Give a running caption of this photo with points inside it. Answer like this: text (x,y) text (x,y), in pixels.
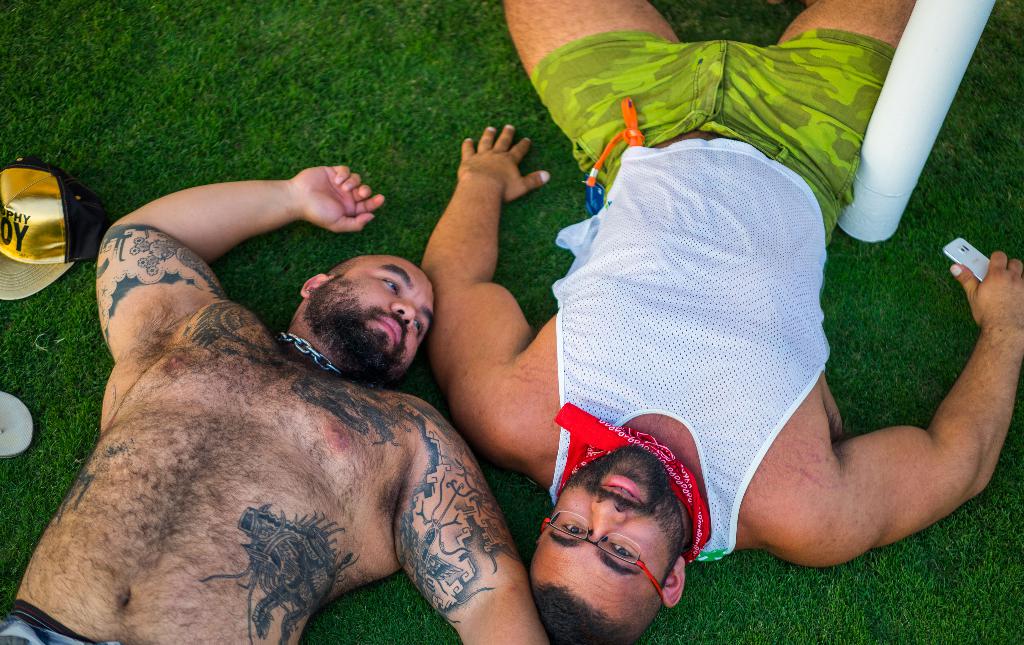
In this image we can see two persons (482,412) lying in the garden (436,383), one person (126,589) has tattoos (201,334), and the other person (805,482) is holding a mobile (950,247), also we can see a pole (904,133), and a cap (20,201).
